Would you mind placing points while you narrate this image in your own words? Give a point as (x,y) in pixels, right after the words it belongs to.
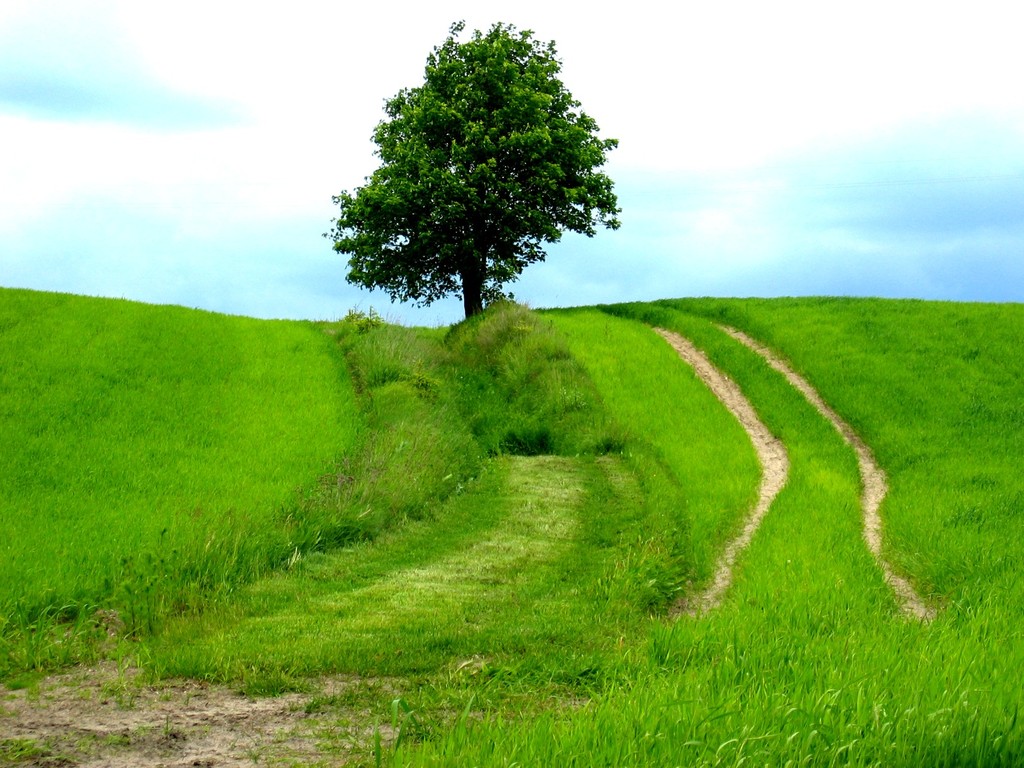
In this image I can see the ground (178,727), some grass (228,528) on the ground (242,441) which is green in color and a tree (471,122). In the background (332,89) I can see the sky (340,116).
